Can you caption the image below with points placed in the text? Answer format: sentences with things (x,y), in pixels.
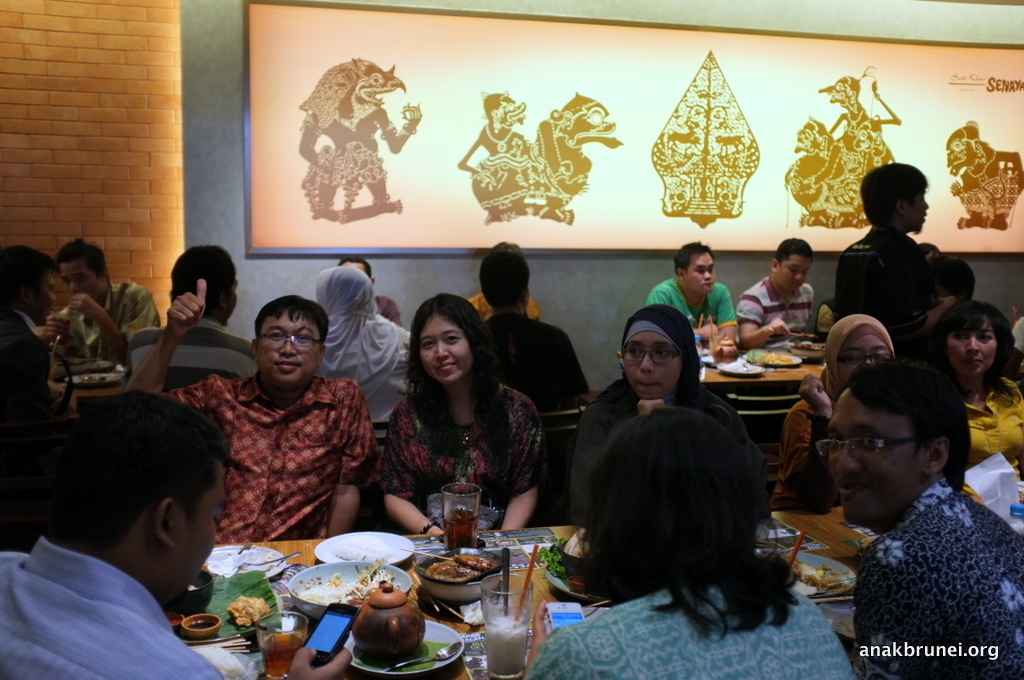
This picture is clicked inside a restaurant (995,297). There are many people (702,445) sitting on chairs (780,414) at the tables (266,544). On the table (295,549) there are plates (333,552), bowls (308,580), glasses (283,621), spoons (506,567) and jars (404,612). There are few people (146,646) holding mobile phones (343,639) in their hand (342,656). To the below right corner of the image (877,647) there is text (921,647). In the background (595,315) there is wall (589,304) and frame (268,105). On the frame (339,73) there are few images (540,143) and text (1008,86).
